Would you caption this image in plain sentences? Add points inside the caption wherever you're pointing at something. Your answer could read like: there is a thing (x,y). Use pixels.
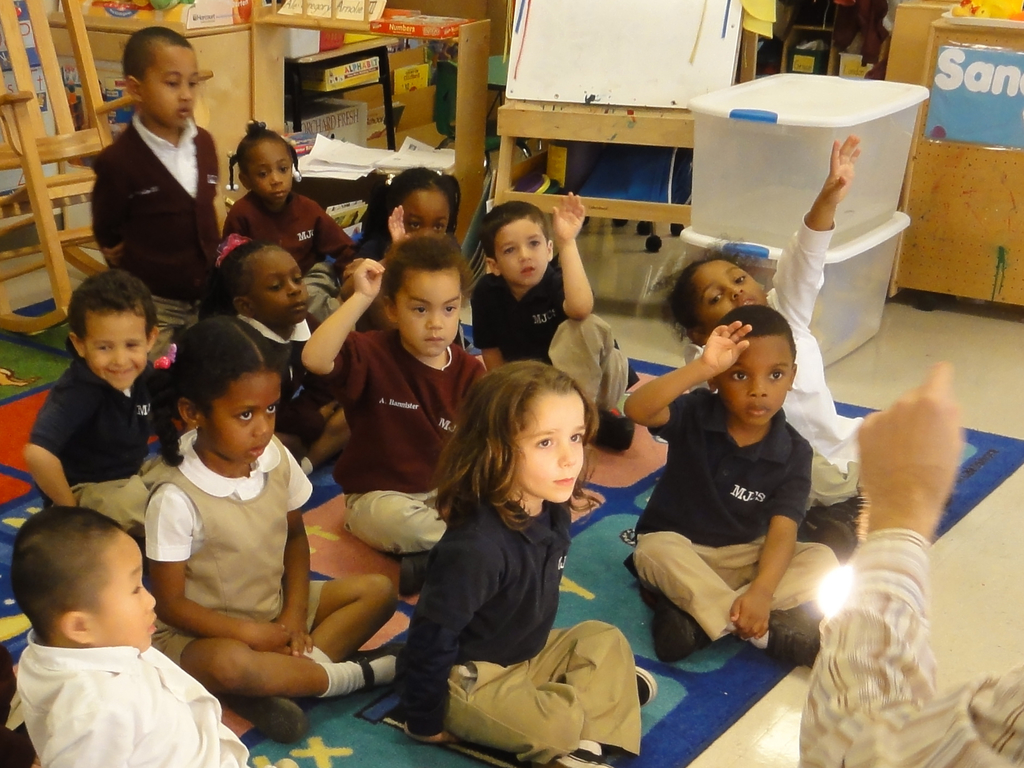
In this picture I can see few kids (188,523) seated and I can see a human hand (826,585) raised and I can see a chair (40,57) and few boxes (814,189) and a board (680,96) in the back (354,108).
